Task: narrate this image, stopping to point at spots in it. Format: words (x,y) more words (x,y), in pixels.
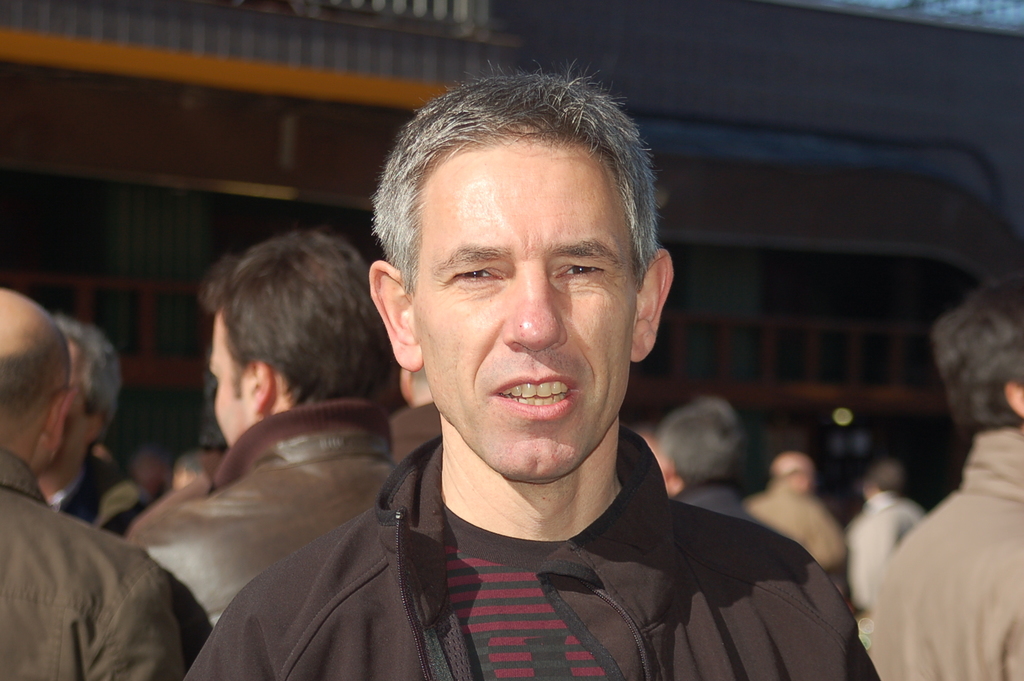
In this image in the front (536,419) there is a man (531,462) having some expression on his face (536,371). In the background (984,505) there are persons (934,510) and there is a building (663,126).
